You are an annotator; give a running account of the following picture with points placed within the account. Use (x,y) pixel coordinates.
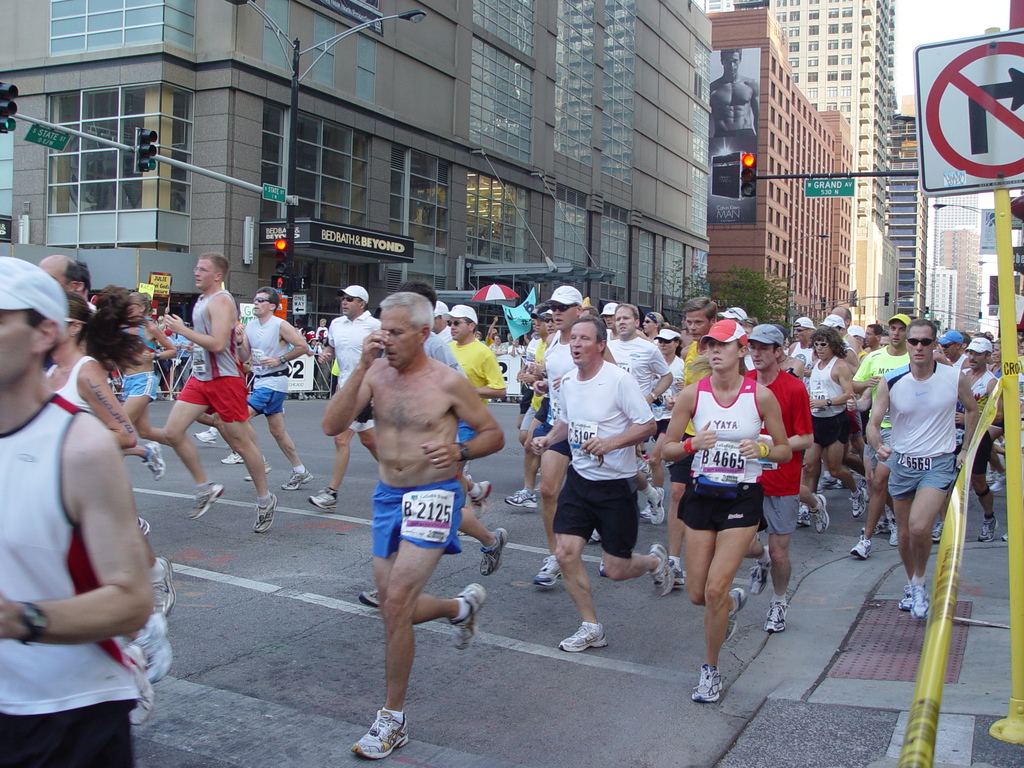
In this image, we can see people (412,467) running on the road (526,542) and some are wearing caps (472,314). In the background (237,194), there are buildings (214,140) and we can see traffic lights (153,142), street lights (294,105), poles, boards (962,170), trees (727,304) and we can see an umbrella (498,299) and there is a ribbon (948,542).
